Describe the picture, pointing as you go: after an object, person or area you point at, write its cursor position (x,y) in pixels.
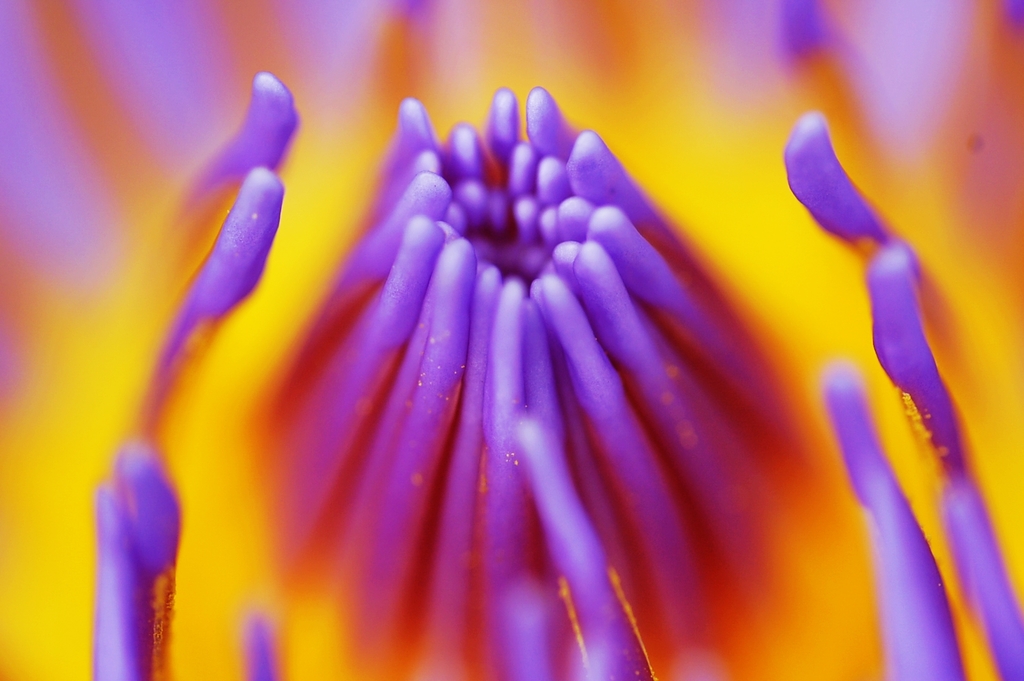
In the picture there is a flower (509,406).
